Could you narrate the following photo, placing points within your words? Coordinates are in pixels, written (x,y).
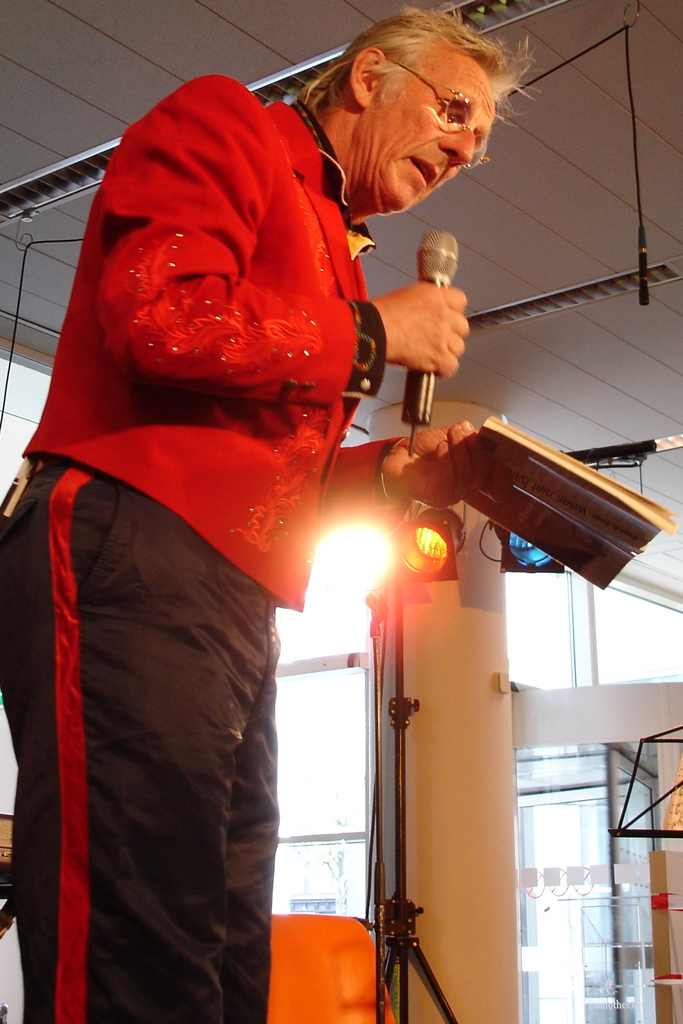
This picture is clicked inside. On the left (218,390) there is a person (420,83) wearing red color blazer (247,278) holding a microphone (433,258) and a book (566,524), standing on the ground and seems to be singing. In the center (451,646) there is a pillar (471,753) to which focusing lights (409,563) are attached and we can see a black color stand (401,854). In the background (593,190) there is roof (557,254), ceiling lights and some other objects (541,930).
